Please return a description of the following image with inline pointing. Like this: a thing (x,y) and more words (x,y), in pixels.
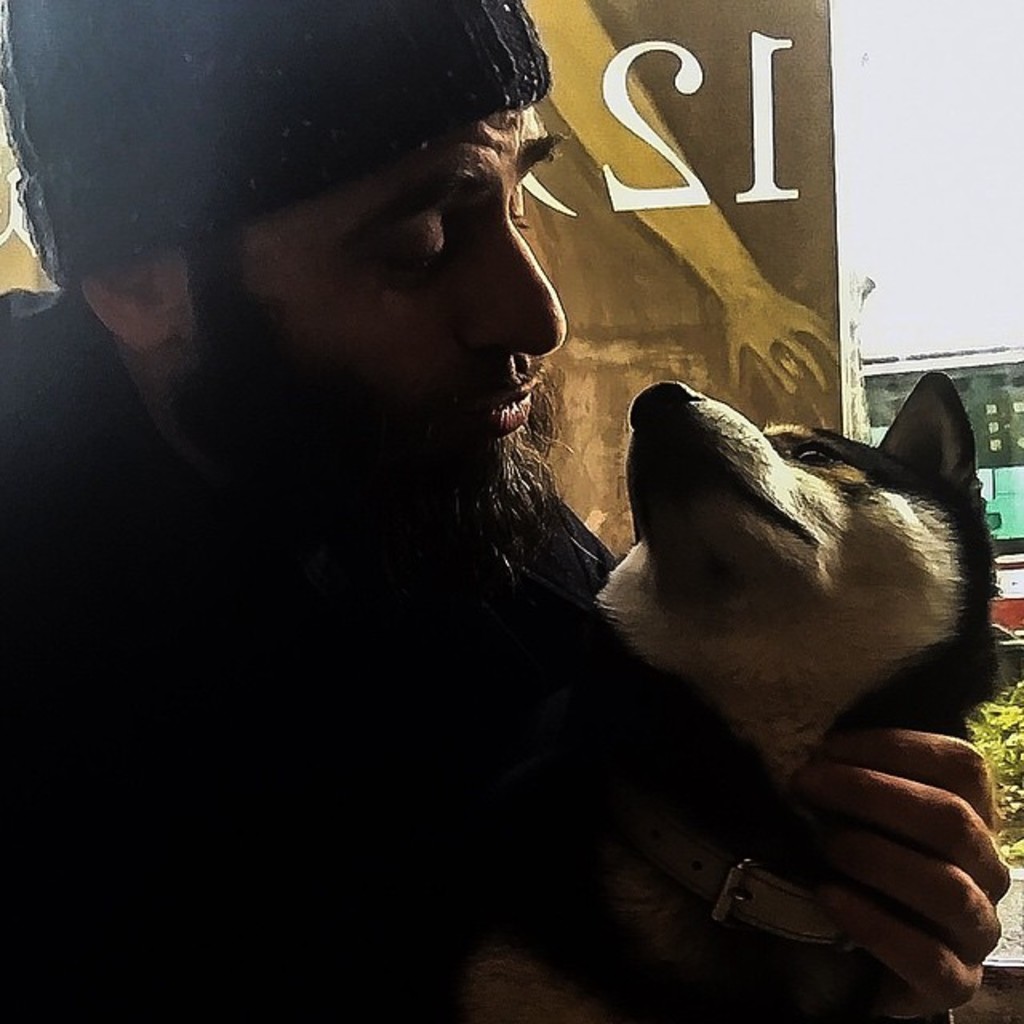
In this image we can see a person (313,489) wearing cap (251,115). Near to him there is a dog (672,878) wearing collar (754,878). In the back (825,331) there is a board (631,118) with number (641,135).
